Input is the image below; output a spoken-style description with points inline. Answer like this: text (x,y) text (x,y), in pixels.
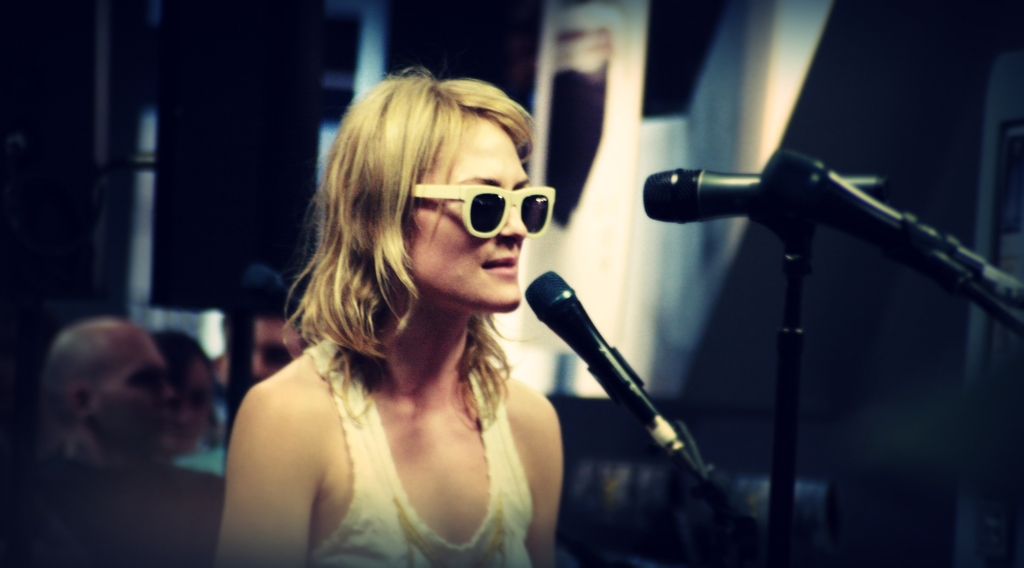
In the center of the image (437,262) a lady (431,324) is present and wearing goggles (491,220). On the right side of the image (783,226) we can see mics (814,184), stand (786,275) are there. On the left side of the image (170,368) some persons (83,363) are there. In the background of the image (545,172) we can see a wall (570,256) is there.
